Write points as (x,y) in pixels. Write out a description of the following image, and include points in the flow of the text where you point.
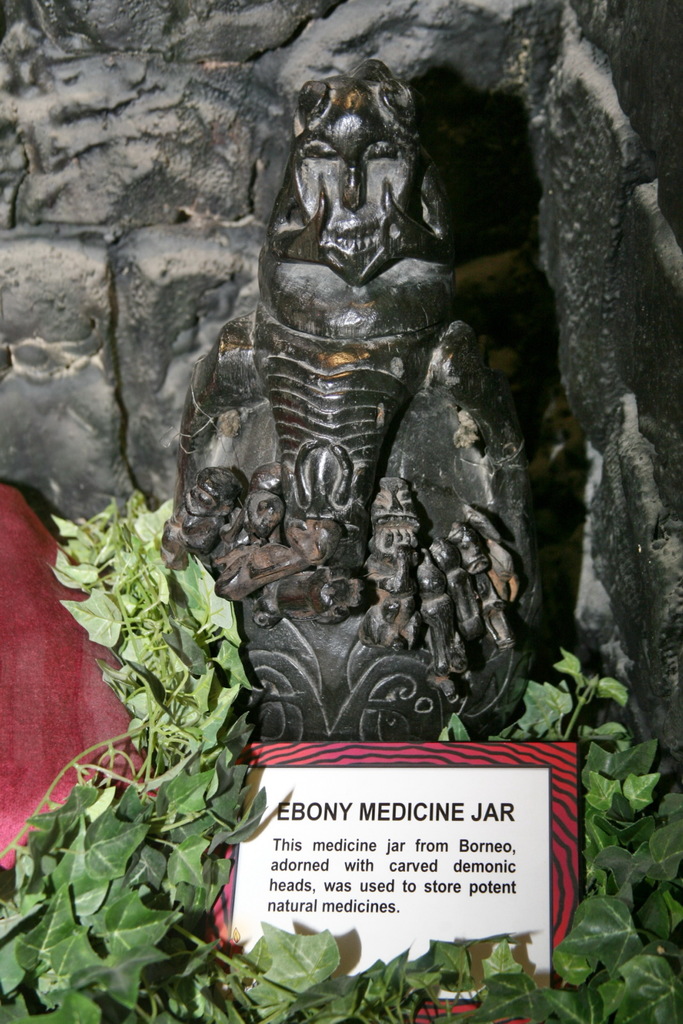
This picture shows a statue (305,483) and we see a plant (593,889) and a board (540,817).
